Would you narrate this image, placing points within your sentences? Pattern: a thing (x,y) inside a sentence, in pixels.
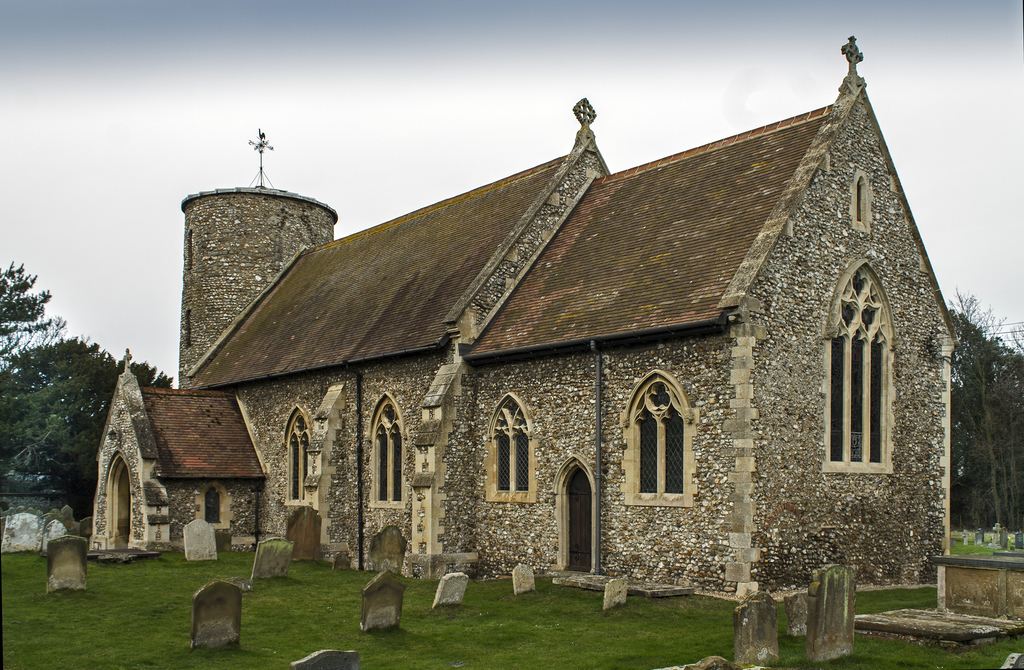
In the picture we can see a old church building (937,449) near it we can see a grass surface (42,577) with grave stones (971,566) and behind the church (756,204) we can see some trees (993,361) and the sky (203,98).
